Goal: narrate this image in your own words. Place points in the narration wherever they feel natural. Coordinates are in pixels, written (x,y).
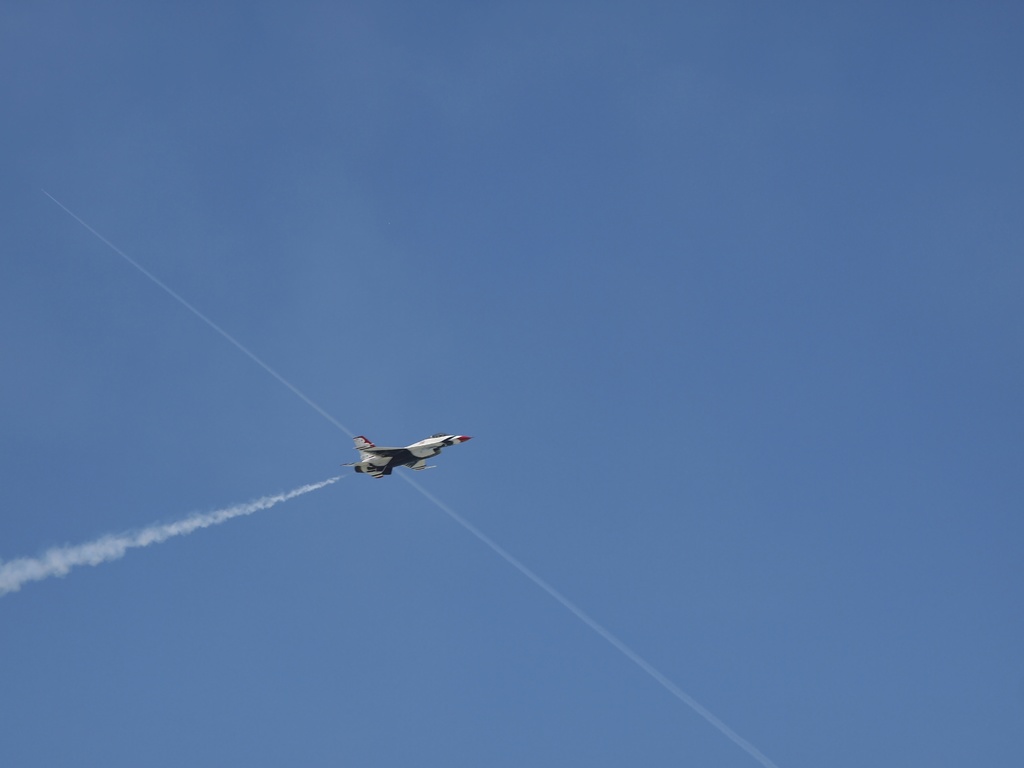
In this picture I can see an aircraft (364,450) in the center (373,471) and I can see the clear sky (242,166). On the left side of this image (186,527) I can see smoke (16,564).
